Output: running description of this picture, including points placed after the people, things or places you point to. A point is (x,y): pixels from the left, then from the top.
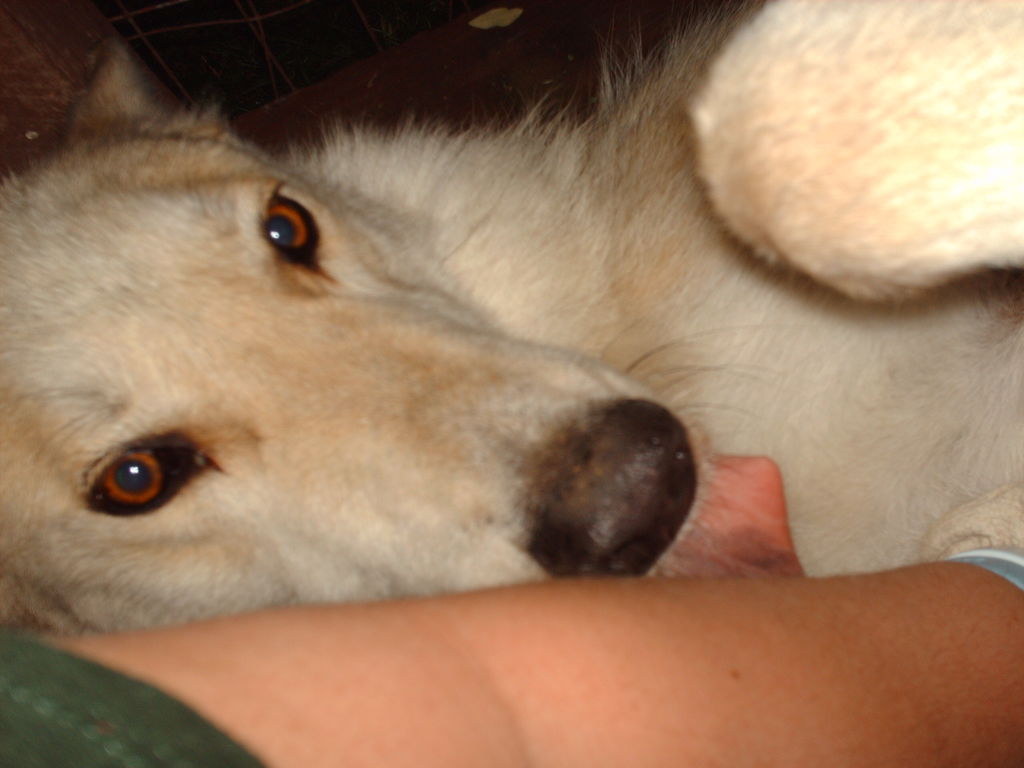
Here in this picture we can see a dog (410,243) laying over a place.
